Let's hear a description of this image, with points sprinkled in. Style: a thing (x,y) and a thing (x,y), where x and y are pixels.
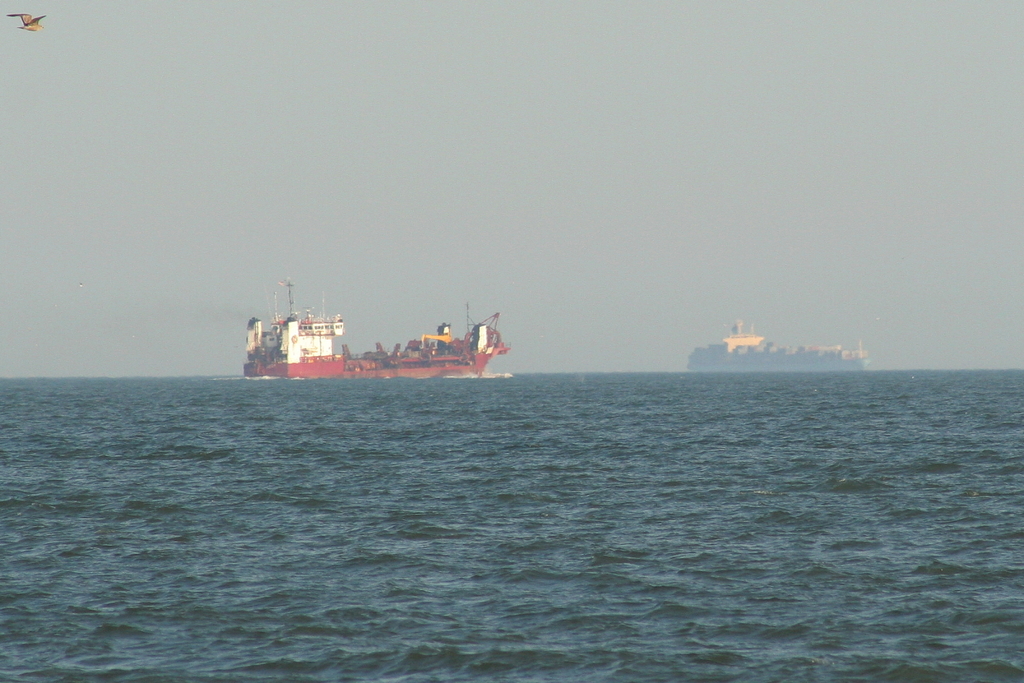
In this image there are two ships (729,368) sailing on the sea (690,380), in the top left (35,24) there is a bird (31,25).
